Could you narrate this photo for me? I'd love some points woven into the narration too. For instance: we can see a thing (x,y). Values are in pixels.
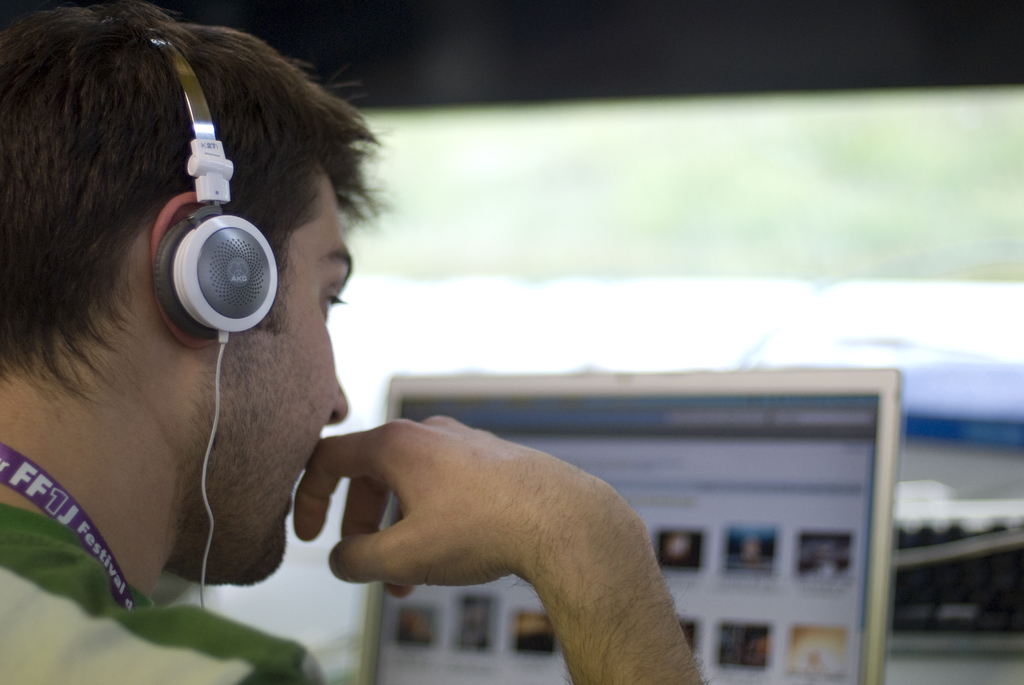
On the left side of the image (180,301) a person (104,164) is wearing a headset (205,281) and sitting in-front of the laptop (828,541).
